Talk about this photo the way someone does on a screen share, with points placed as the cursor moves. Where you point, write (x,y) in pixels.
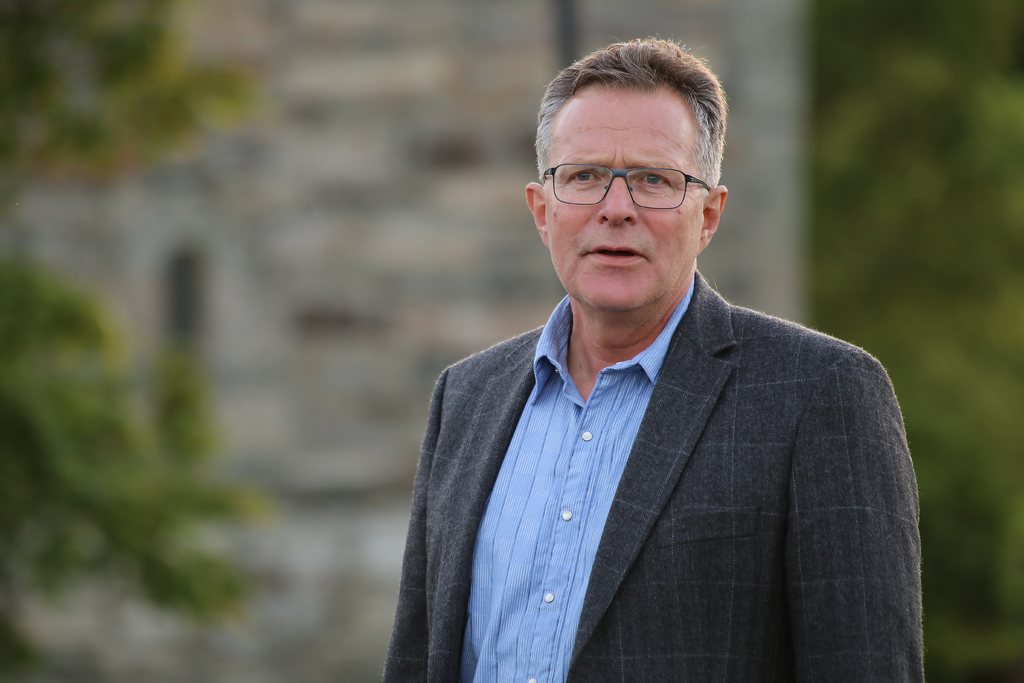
In this image we can see a person (555,200), there are plants (881,158) behind him and the background (302,301) is blurred.
